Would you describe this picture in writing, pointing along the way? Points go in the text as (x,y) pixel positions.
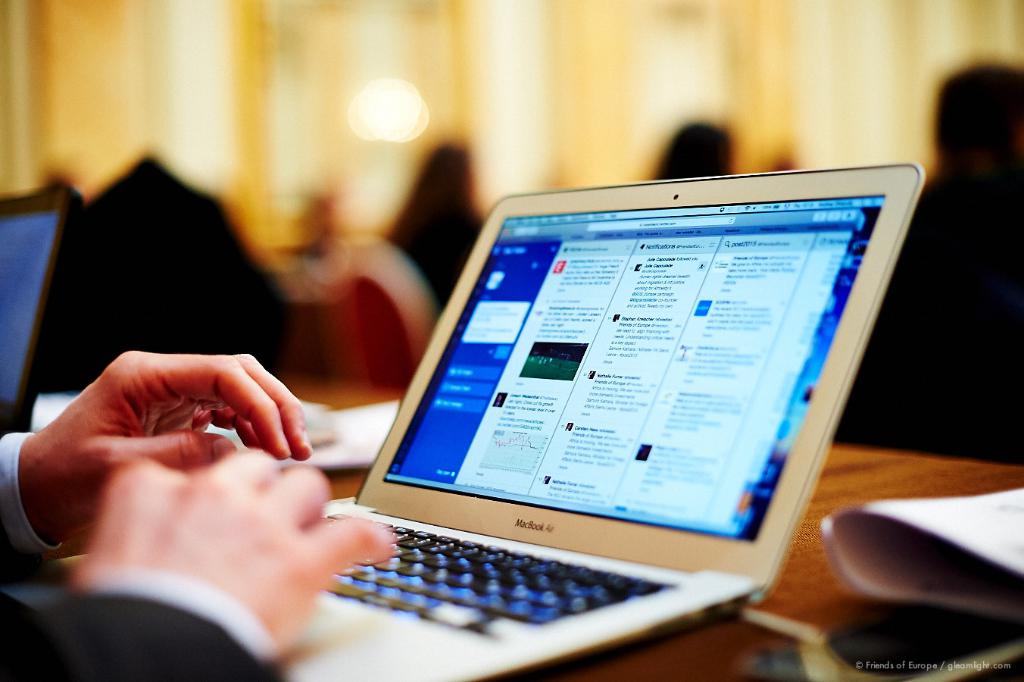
On the left side of this image (145,556) I can see a person's hands (118,545) using the laptop (496,576) which is placed on the table (721,658). On the laptop screen (593,387) I can see some text (610,461). Along with the laptop (497,507) there are few papers (387,418) placed on the table (913,481). The background (812,85) is blurred.
